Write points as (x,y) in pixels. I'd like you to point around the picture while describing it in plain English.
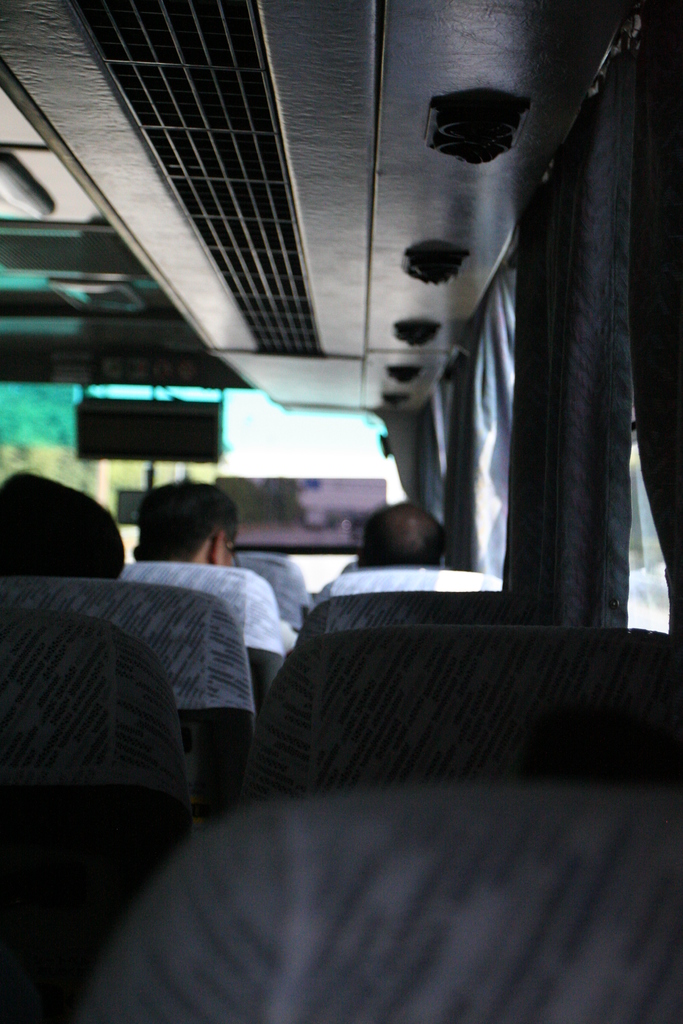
Here in this picture we can see some people (152,521) sitting on the bus seats (205,648) and we can see the AC ducts (180,145) present at the top (211,289) and we can see window curtains (507,464) present over there.
